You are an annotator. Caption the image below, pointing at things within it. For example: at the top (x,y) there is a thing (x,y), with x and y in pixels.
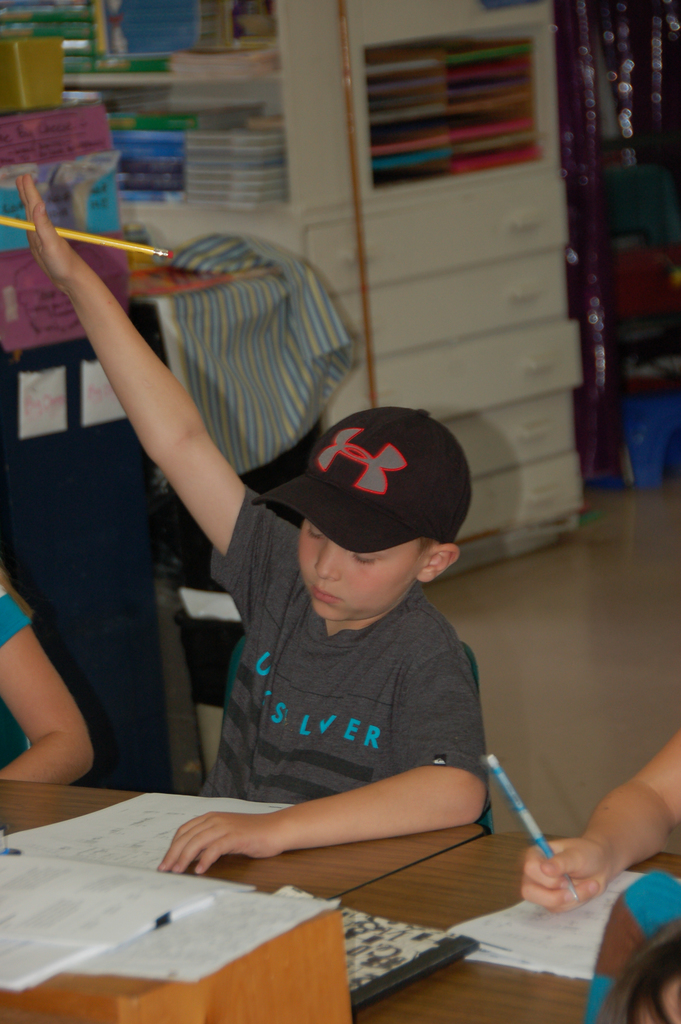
This kid (337,744) is sitting on a chair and raising his hand (56,270). On this table (507,994) there is a book (405,957), box (320,983) and papers (169,900). This person (540,867) is holding a pen (496,778). Far this cupboard (433,211) is filled with books (232,161). On this table (287,300) there is a cloth (258,307) and boxes (42,82).
